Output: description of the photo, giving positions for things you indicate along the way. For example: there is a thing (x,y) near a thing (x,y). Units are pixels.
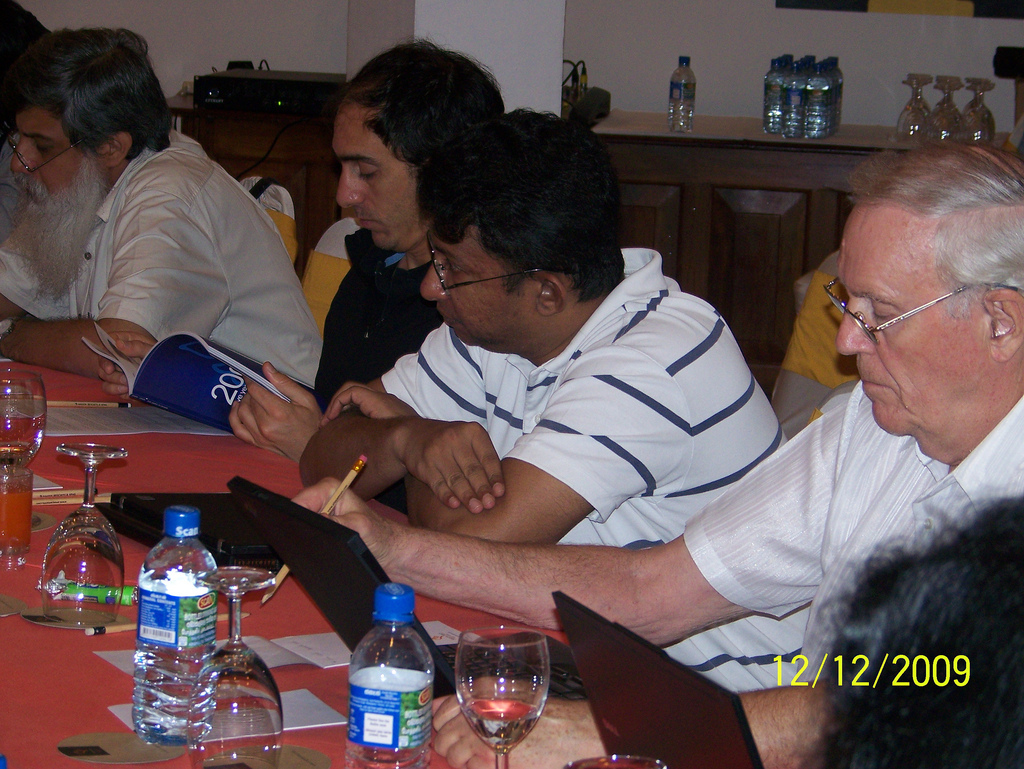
This persons (825,530) are sitting on chair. This person (389,336) is holding a book (204,362). This person (730,564) is holding a pencil (343,483). On this tables (100,671) there are bottles (768,119), glasses (919,108), cards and laptop (211,514).
